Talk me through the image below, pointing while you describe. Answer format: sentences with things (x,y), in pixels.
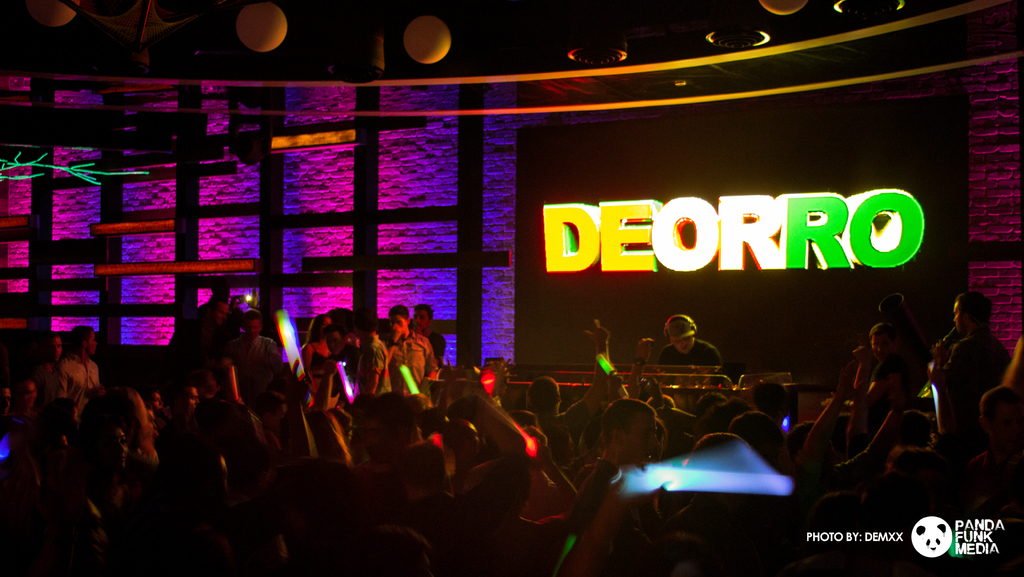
In this image a person (678,337) wearing a headset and a cap (678,324) is behind the desk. Bottom of image (422,489) there are few persons (1017,357). To the wall (531,237) there is some text (864,227) having few lights (807,237) in it. Top of image (352,44) there are few lights (358,55) attached to the roof (520,44).
